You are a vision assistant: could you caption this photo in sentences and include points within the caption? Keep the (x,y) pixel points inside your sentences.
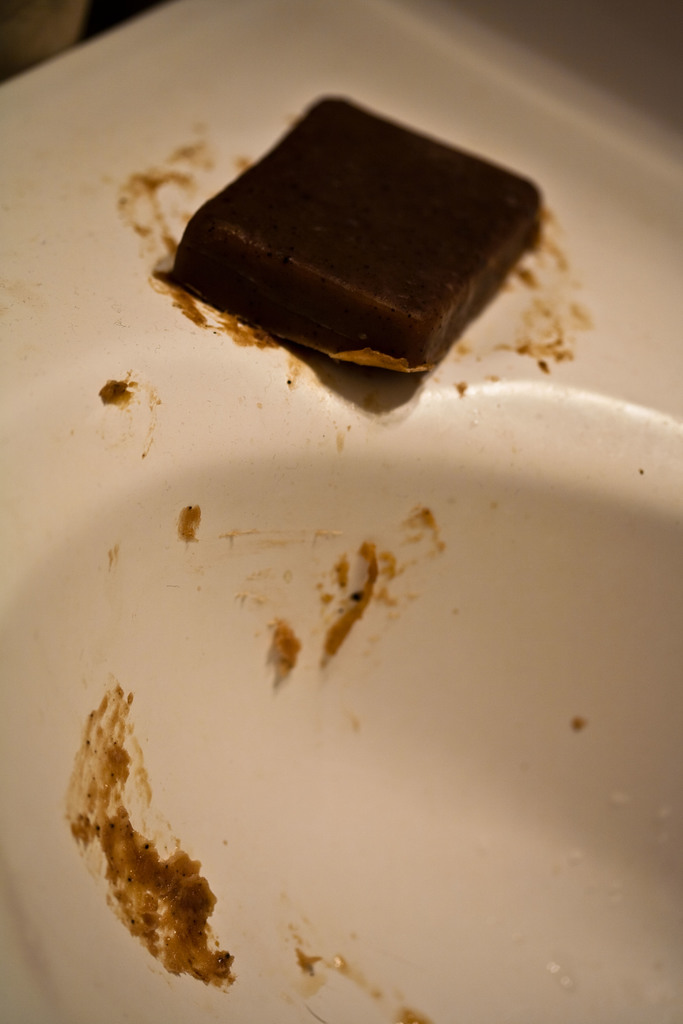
In this image there is an object (422,243) on the sink (353,467).
